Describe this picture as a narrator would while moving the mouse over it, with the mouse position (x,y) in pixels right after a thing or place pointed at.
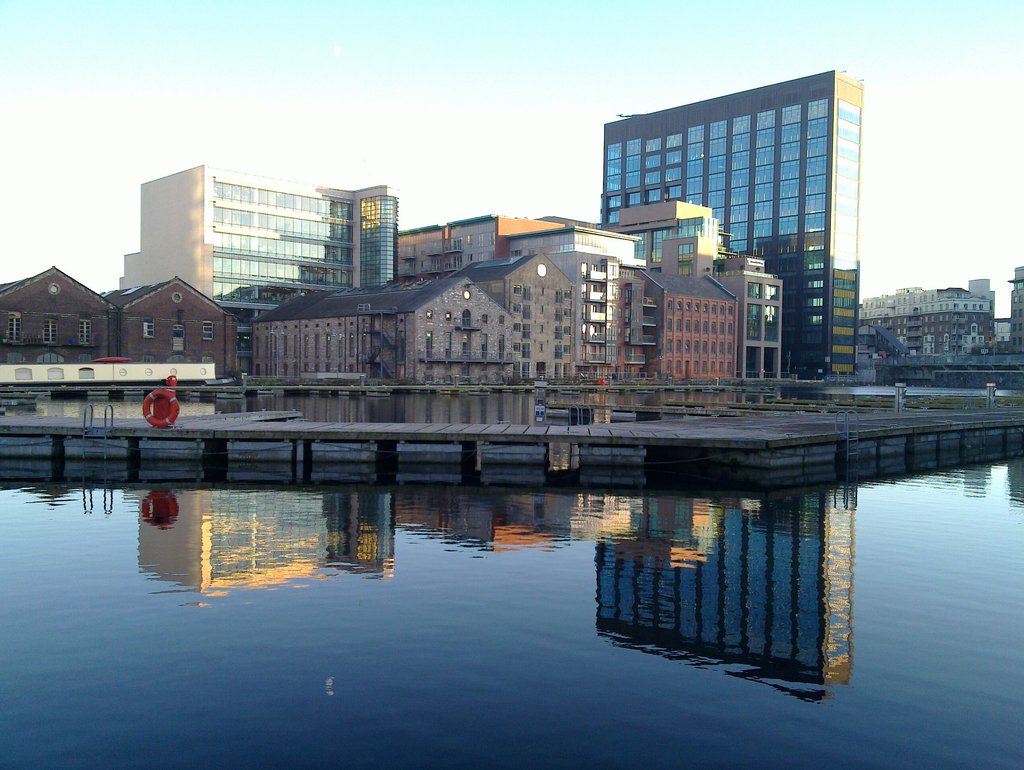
In this picture I can see water (493,620), there are swimming pool ladders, there is a safety ring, there are buildings (472,341), and in the background (595,46) there is sky (1017,158).
